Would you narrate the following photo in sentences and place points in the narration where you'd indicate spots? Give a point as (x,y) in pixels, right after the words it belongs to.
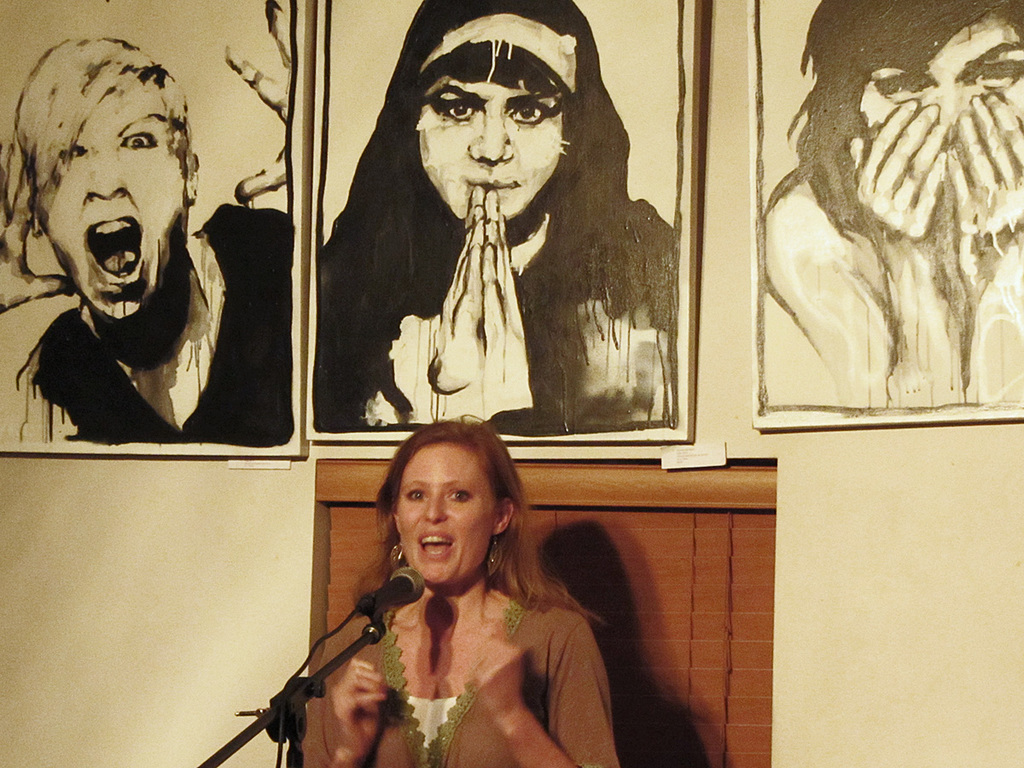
In this picture, at the bottom (601,667) there is one woman (459,458) is there near this woman (513,509) one wall (814,486) is there, there are three paintings (207,431) on the wall (818,472).
